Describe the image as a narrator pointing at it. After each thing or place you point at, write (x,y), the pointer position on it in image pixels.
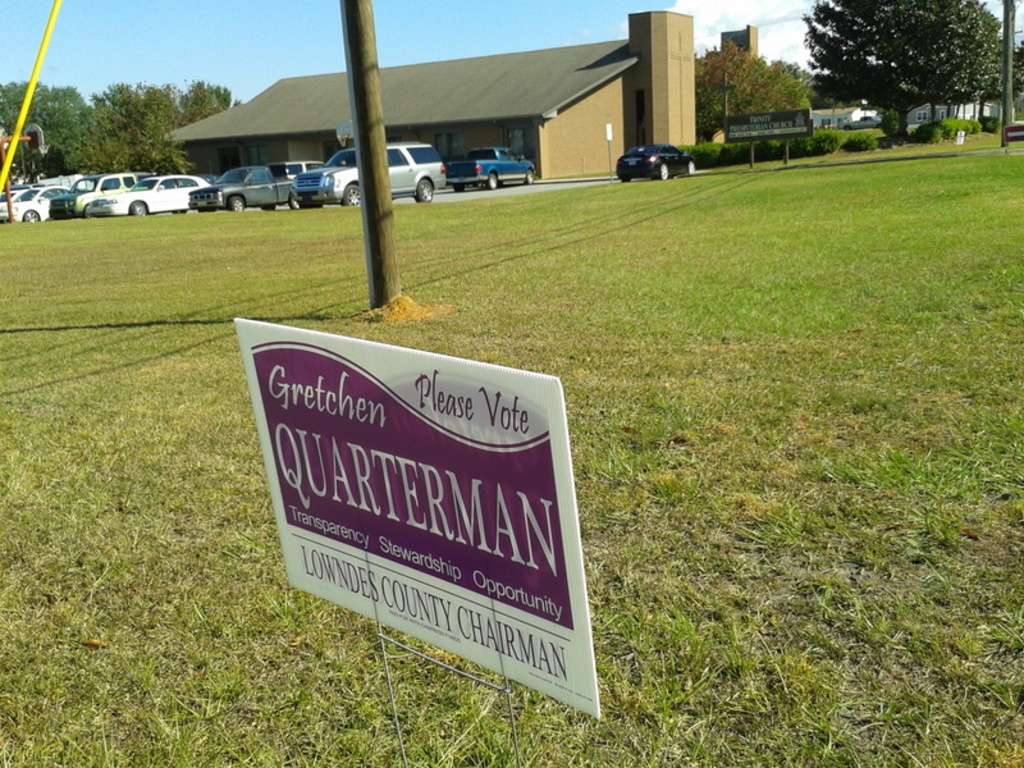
In this image I can see an open grass ground (407,336) and on it I can see few poles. In the front (519,409) I can see a board (359,366) and on it I can see something is written. In the background (140,207) I can see few buildings (694,138), number of vehicles (677,154), number of trees (866,15), clouds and the sky (158,54). On the top right side of the image (749,134) I can see a board (761,127) and on it I can see something is written.
